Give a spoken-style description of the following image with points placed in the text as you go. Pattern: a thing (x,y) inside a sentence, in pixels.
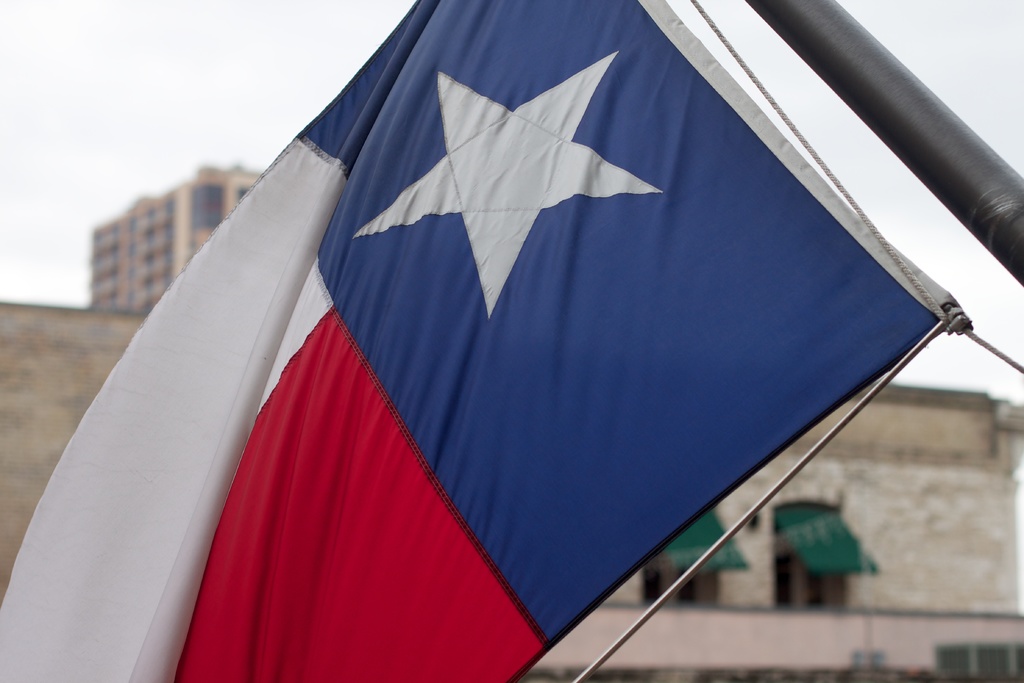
In the center of the image (627,397) we can see a flag (828,272). In the background of the image (6,522) we can see the buildings (971,543), windows (795,587), board (797,554), rod (999,202). At the top of the image (95,29) we can see the sky (56,87).
